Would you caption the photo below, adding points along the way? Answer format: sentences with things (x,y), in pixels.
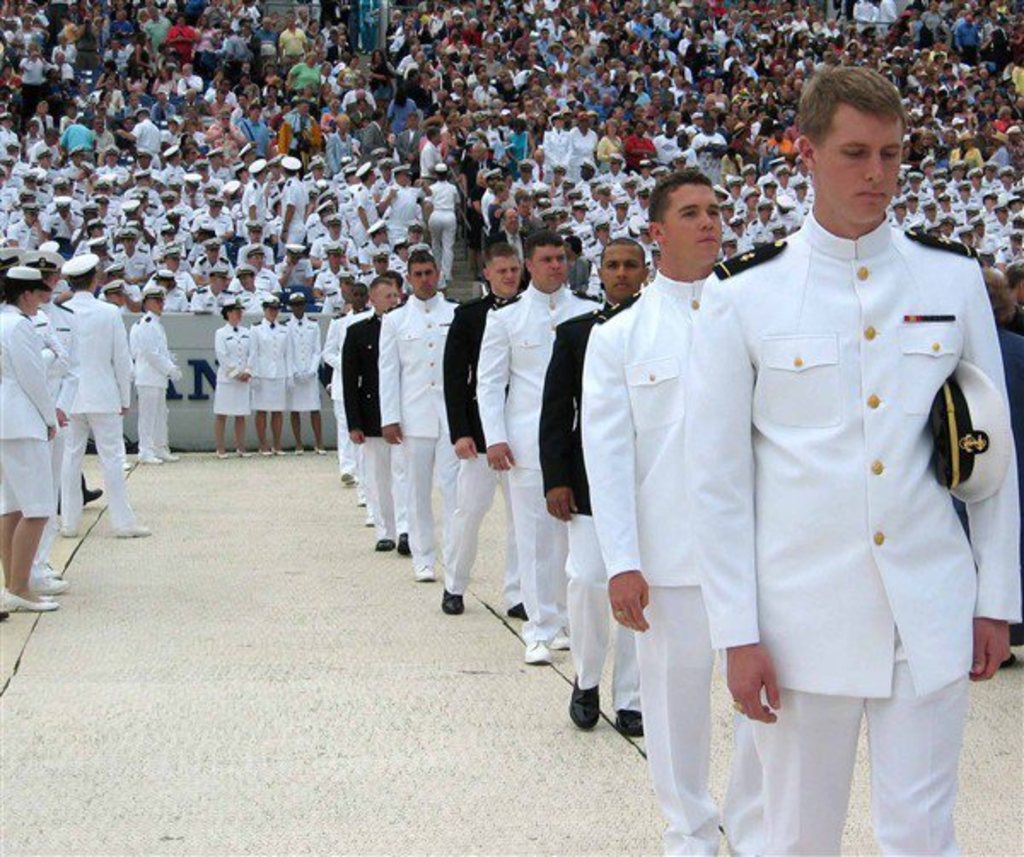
In this picture we can see so many people (435,421) are standing on the ground (145,652), back side many people (328,237) are sitting on the chairs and watching.
